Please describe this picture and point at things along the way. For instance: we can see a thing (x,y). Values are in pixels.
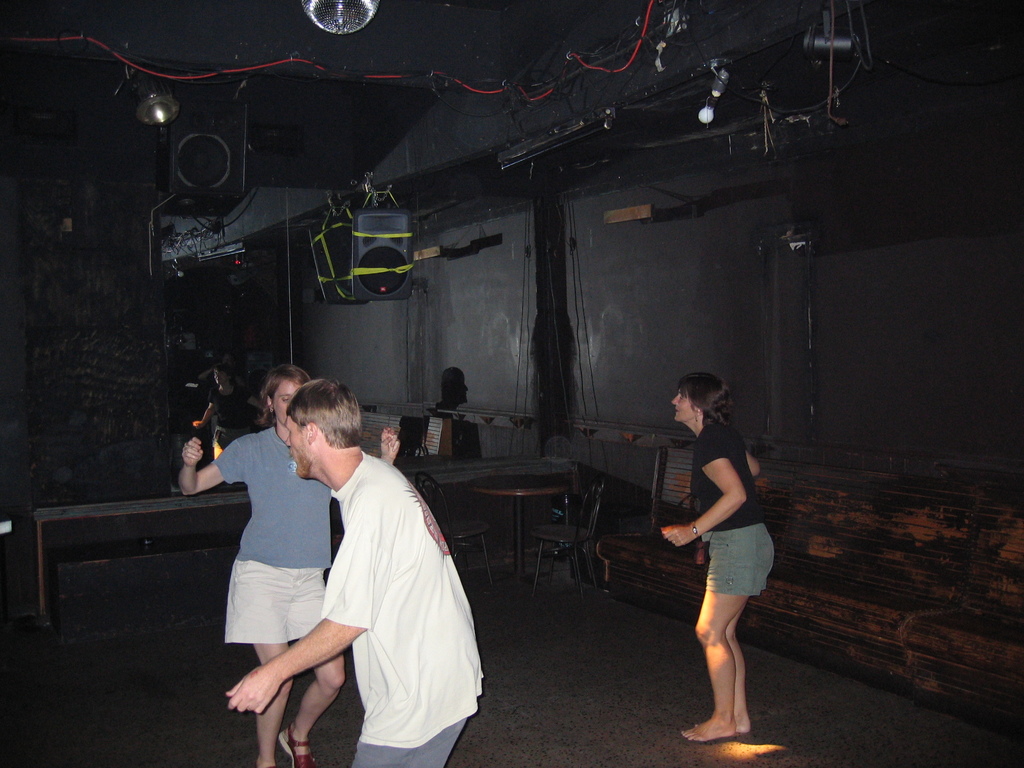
In this image we can see few people (325,458). In the back (527,473) there is a table (504,491). Also there are chairs (545,536). On the ceiling (283,31) we can see bulbs (169,104) and wires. Also there is a wall (672,323) and some other objects (612,560).
